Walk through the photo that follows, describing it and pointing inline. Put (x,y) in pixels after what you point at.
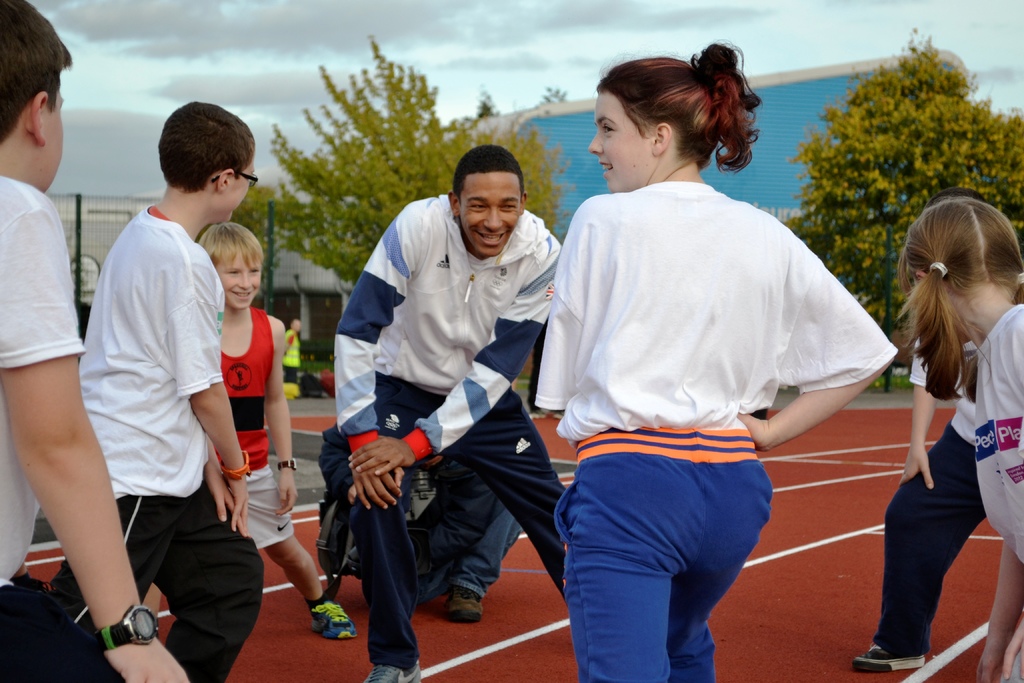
In this picture I can see people (464,455) on the surface (430,604) I can see the metal grill fence (92,216) on the left side (108,214). I can see trees (436,190). I can see shed (541,113) in the background (532,125). I can see clouds (449,57) in the sky (452,40).
